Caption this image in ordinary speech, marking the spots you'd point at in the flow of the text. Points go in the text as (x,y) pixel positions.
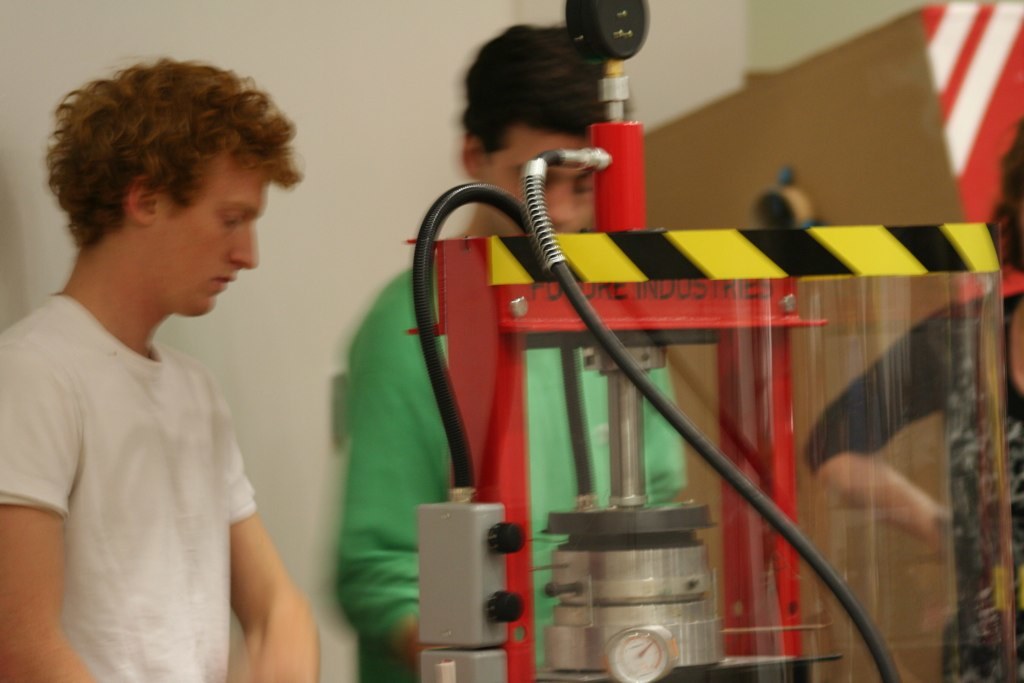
In this image there are two people (99,398) standing, beside them there is another person (887,423) standing, in front of them there is a machine (729,476). In the background (395,40) there is a wall (365,248).
